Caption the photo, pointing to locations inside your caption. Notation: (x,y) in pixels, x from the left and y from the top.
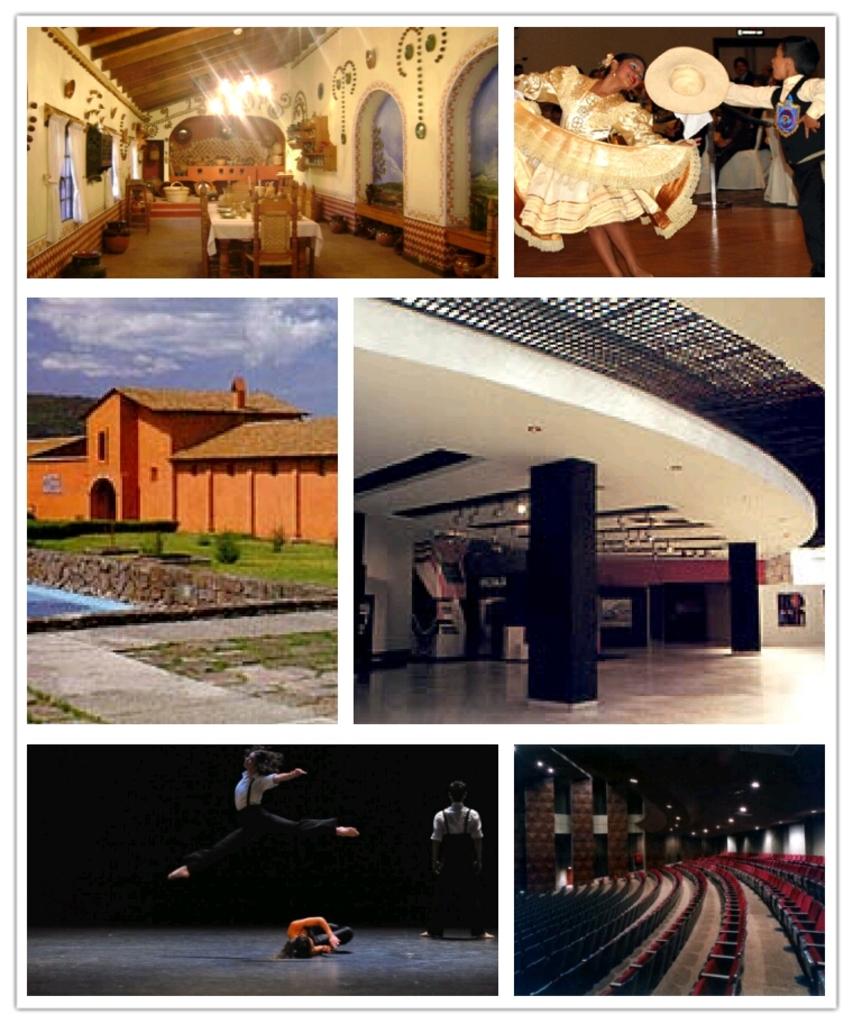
It is a collage picture. In the center of the image (456,361) we can see the sky (218,373), clouds (186,340), buildings (286,424), pillars (578,553), plants (87,524), grass (289,638), water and a few other objects (82,563). On the top of the image (604,254) we can see two persons (534,216) are performing and they are holding some objects (631,172). And we can see one building (340,177), one table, chairs (129,193), one cloth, lights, windows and a few other objects (214,196). In the bottom of the image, we can see three persons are performing. And we can see chairs (634,967), pillars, lights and a few other objects (738,792).
